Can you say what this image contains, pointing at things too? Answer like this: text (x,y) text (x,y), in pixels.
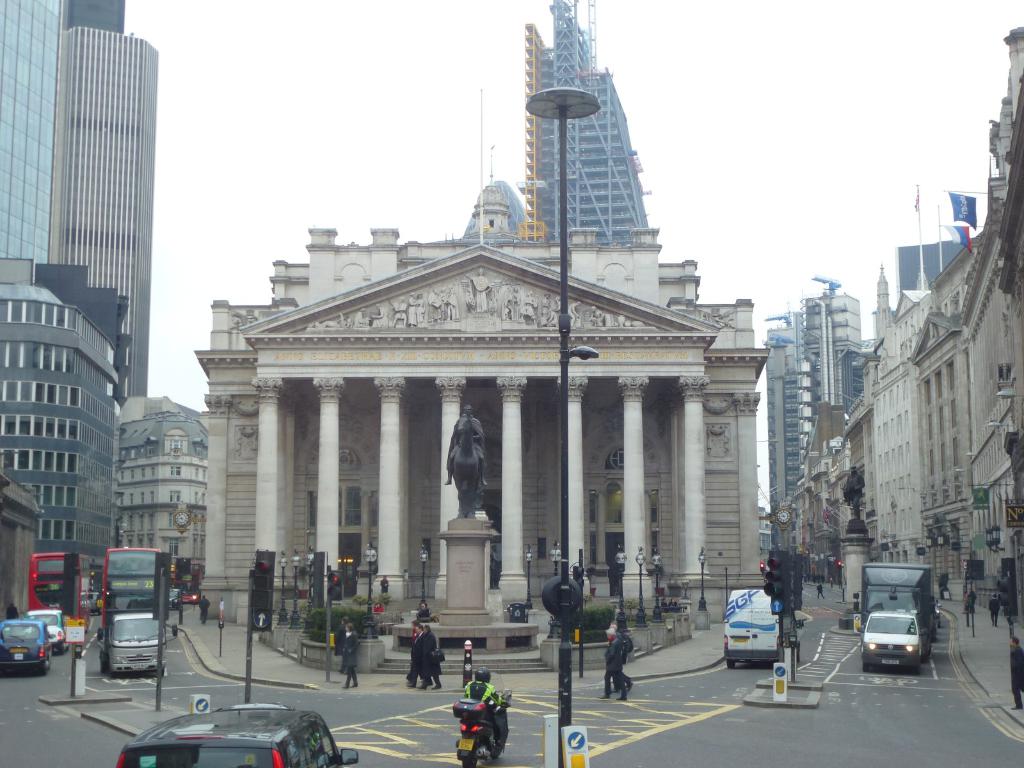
In this image we can see many buildings (781,432). There are few flags (967,226) at the right side of the image (957,236). There are many street lights (989,544) in the image. There are many vehicles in the image. There are few people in walking on the road (806,590) and few people (433,665) walking on the footpath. There are few boards (574,740) in the image. We can see two clocks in the image. We can see the sky (356,120) in the image. There are few plants (600,614) in the image. There are few traffic signal lights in the image.
